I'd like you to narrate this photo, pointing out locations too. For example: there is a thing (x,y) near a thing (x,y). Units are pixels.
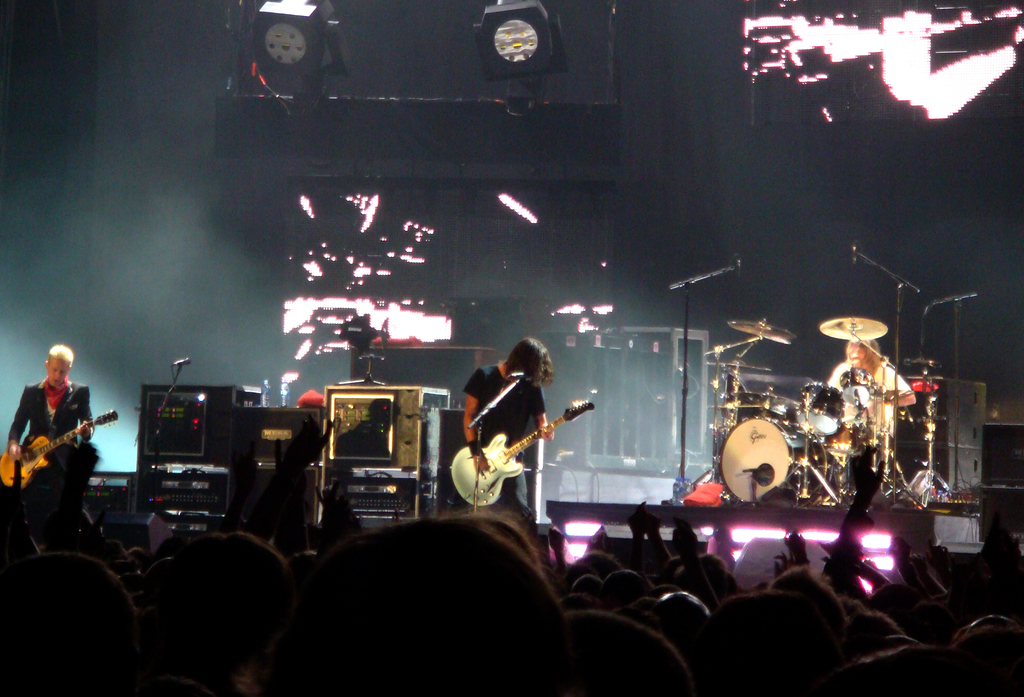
In this image it seems like a concert in which the man (519,433) is playing the guitar (498,449) with his hand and mic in front of him and in the background (840,361) there is another man (862,364) who is playing the drums (847,375) and to the left side (68,365) there is man (53,389) playing the guitar (44,454). In the middle (343,440) there are speakers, amplifiers (256,424) and music system (365,481). In the front (901,667) there are crowd (868,594). At the top (513,42) there is light (502,51).
